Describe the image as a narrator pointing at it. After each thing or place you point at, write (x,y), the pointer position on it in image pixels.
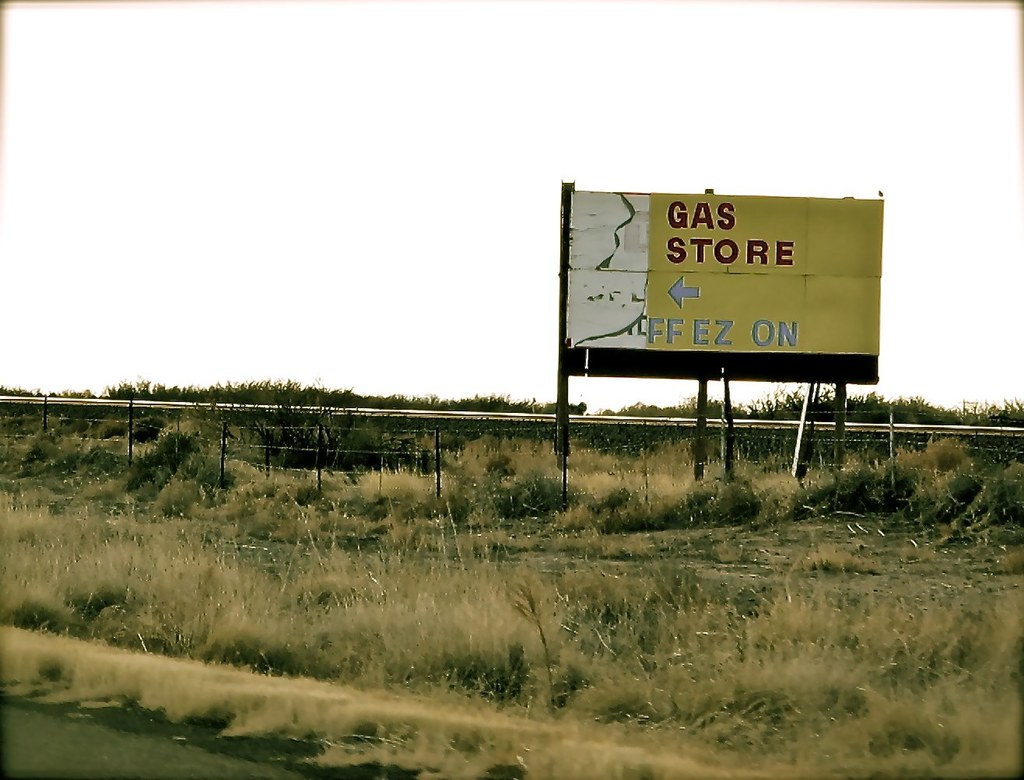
In this image we can see the grass (452,448), fence (266,428), road (163,736) and also the text board (696,293) and plants (520,410). We can also see the sky (874,172).
